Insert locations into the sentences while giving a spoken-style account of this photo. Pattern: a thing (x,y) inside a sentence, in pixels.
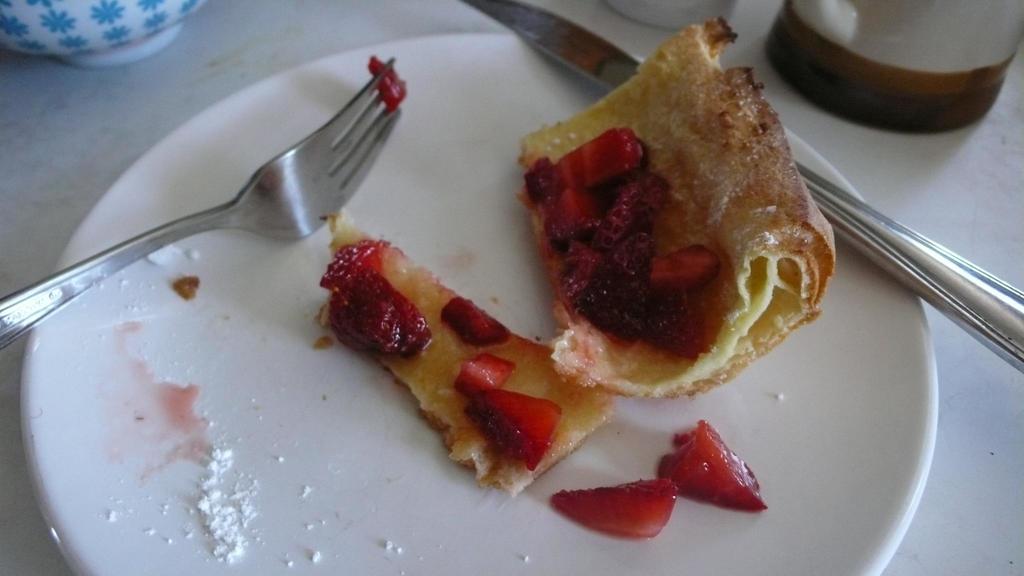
In the picture we can see a plate (216,438) which is white in color with some fruit salads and bread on it with a fork (205,215) and knife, and besides the plate (228,411) we can see some bowl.
